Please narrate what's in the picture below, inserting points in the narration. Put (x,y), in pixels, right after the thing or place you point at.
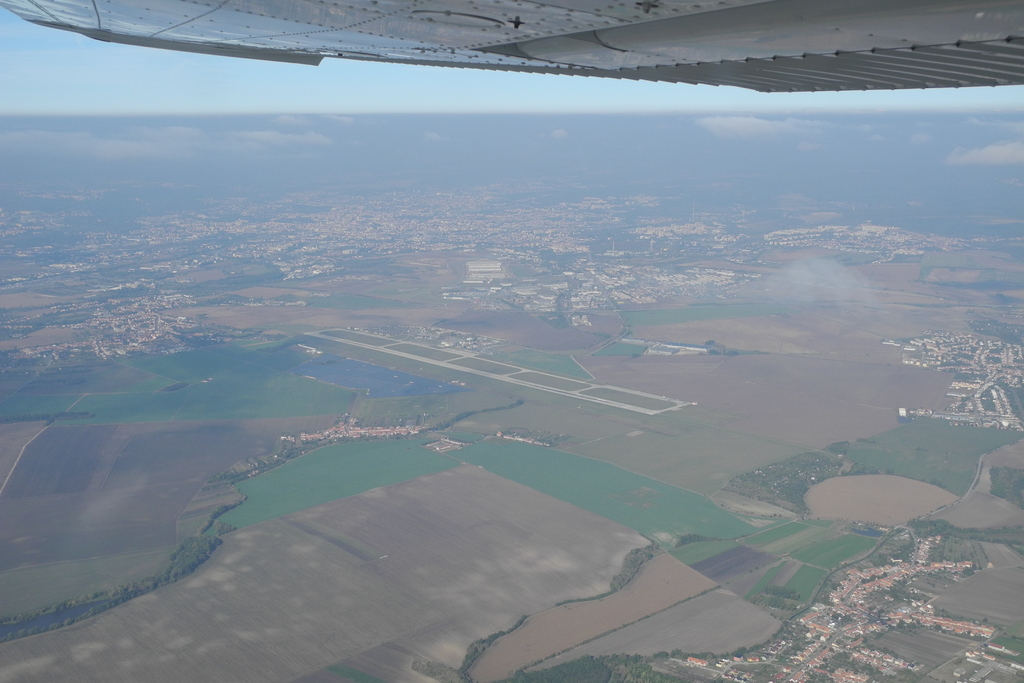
In this image I can see this picture has been taken from top view. I can also see the sky (331,104) in background (72,55).
